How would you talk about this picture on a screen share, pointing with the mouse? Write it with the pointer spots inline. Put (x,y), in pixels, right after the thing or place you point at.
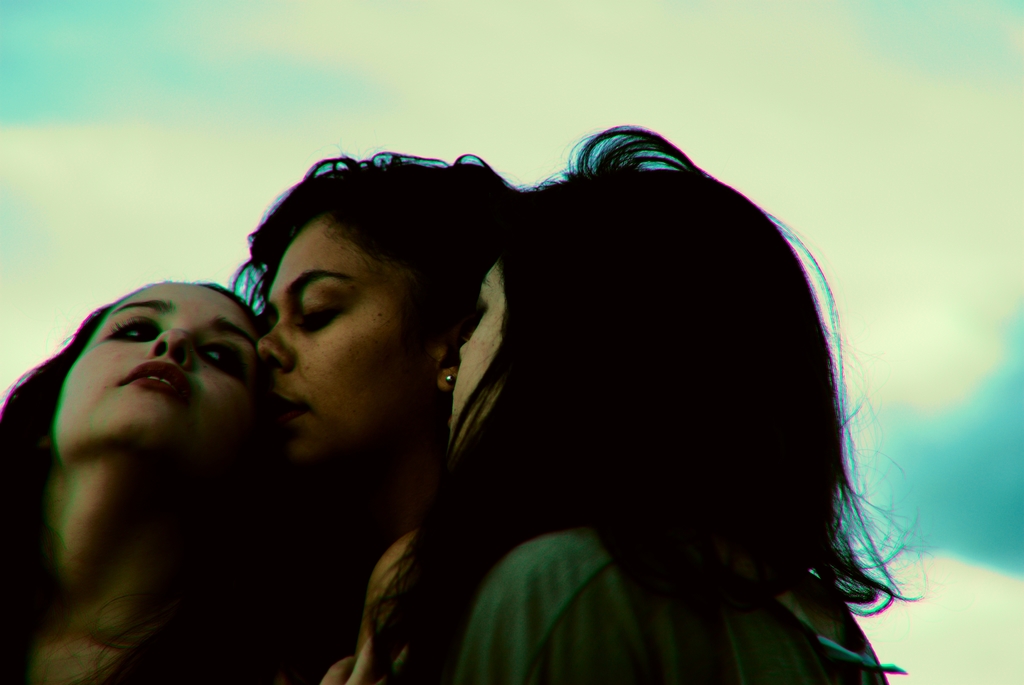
In this image we can see three girls (384,539). Background of the image (928,473) blue color sky (942,469) with some clouds (884,236) are there.
